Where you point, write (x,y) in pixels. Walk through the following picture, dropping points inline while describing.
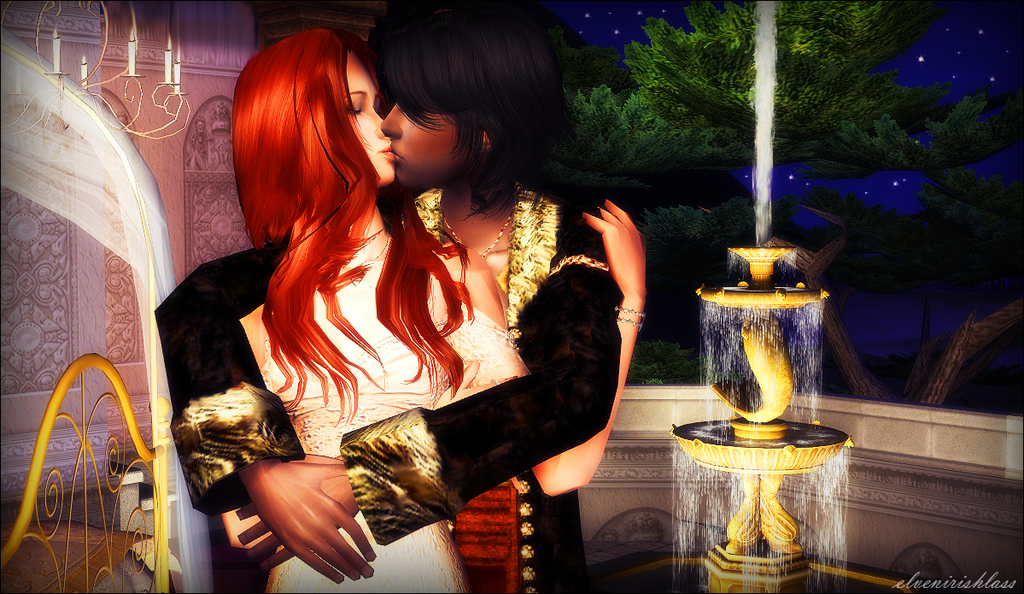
In the center of the image (620,241) there is a depiction (465,552) of a man (454,527) and a woman (622,222). In the background of the image (669,106) there are trees (832,105). There is a fountain (774,386).
